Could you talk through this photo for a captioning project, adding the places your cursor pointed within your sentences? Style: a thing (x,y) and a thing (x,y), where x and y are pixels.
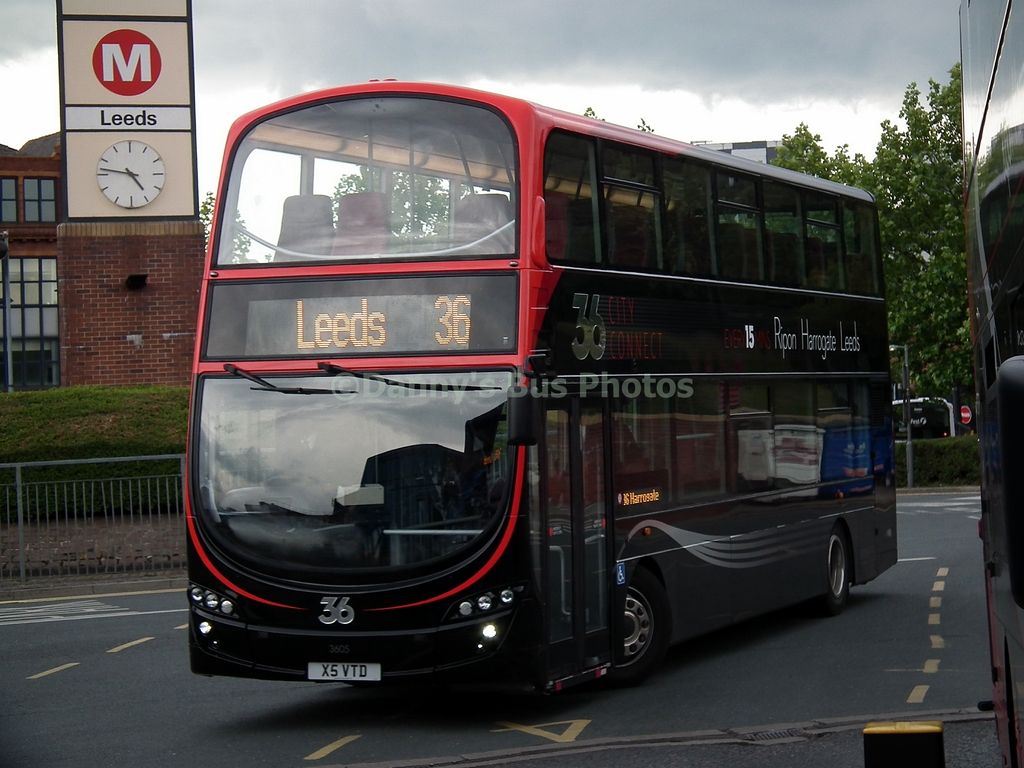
We are looking at the bus (369,101) and this is the clock (110,151) at left side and this is the road (977,556).
